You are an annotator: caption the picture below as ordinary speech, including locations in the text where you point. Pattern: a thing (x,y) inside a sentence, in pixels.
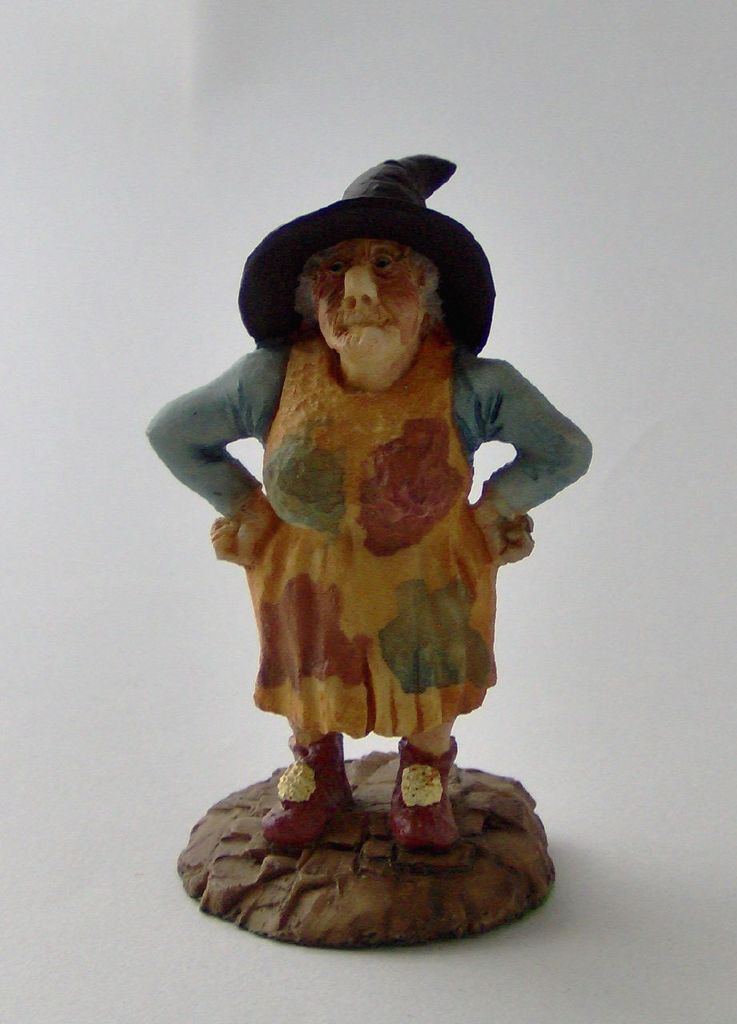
In this image there is a small statue (336,457) in the middle (363,569). In the background (257,87) it is white color.
